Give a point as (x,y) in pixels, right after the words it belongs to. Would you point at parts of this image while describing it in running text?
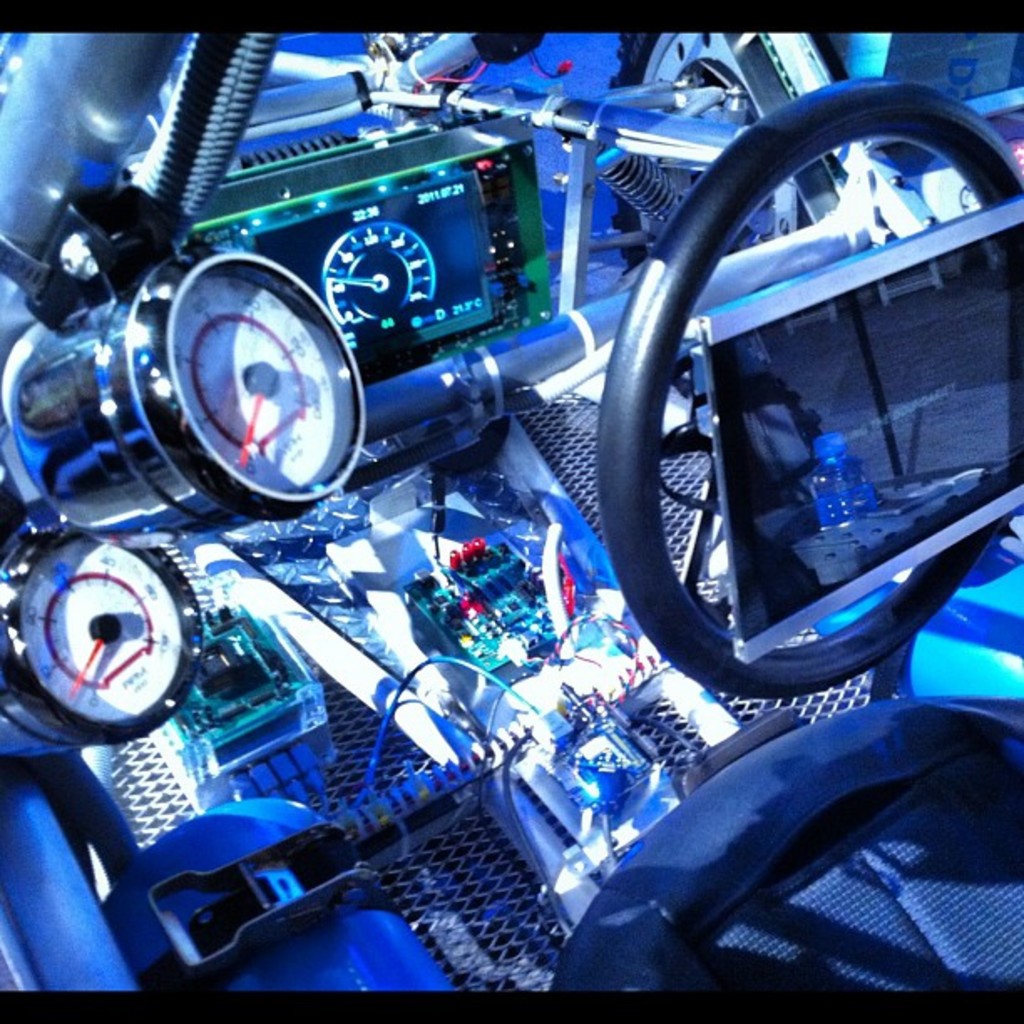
In this picture we can see a steering (619,433), seat (933,702), meters (300,426), bottle (815,480) and some objects (540,312).
